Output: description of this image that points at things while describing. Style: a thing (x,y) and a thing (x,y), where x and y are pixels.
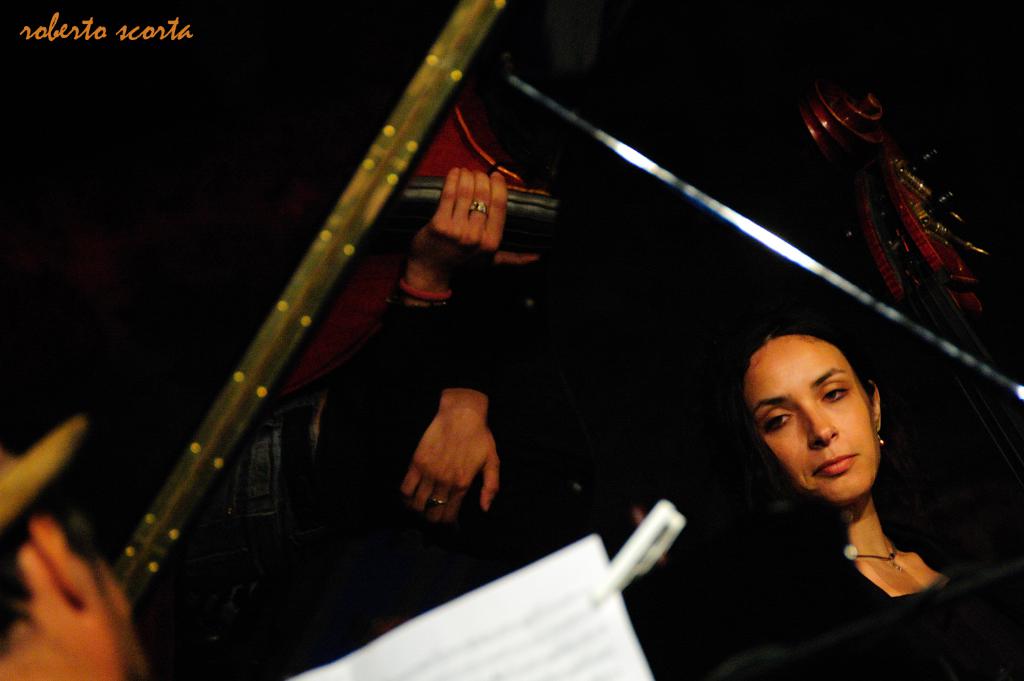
In the right bottom of the picture (757,562), the woman (870,520) in black T-shirt (876,619) is smiling. Beside her, we see the hands (472,182) of the person (459,400). At the bottom of the picture (551,660), we see a paper (533,614) which is white in color. In the background (778,138), it is black in color. This picture is clicked in the dark.
